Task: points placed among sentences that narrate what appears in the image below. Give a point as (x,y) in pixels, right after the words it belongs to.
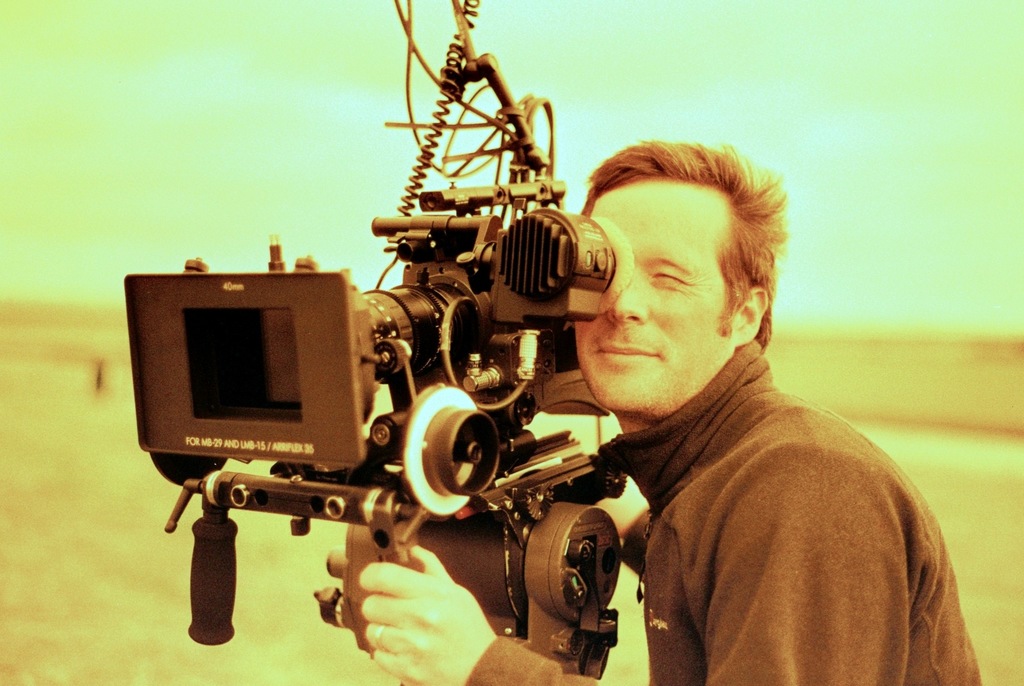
On the right side (886,470), there is a person (739,333) in a pullover (802,525), holding the handle (389,551) of the camera (452,530) and watching something through the camera (505,293). In the background (245,269), there is a ground (1003,399), there are clouds (173,152) in the sky (154,140).
